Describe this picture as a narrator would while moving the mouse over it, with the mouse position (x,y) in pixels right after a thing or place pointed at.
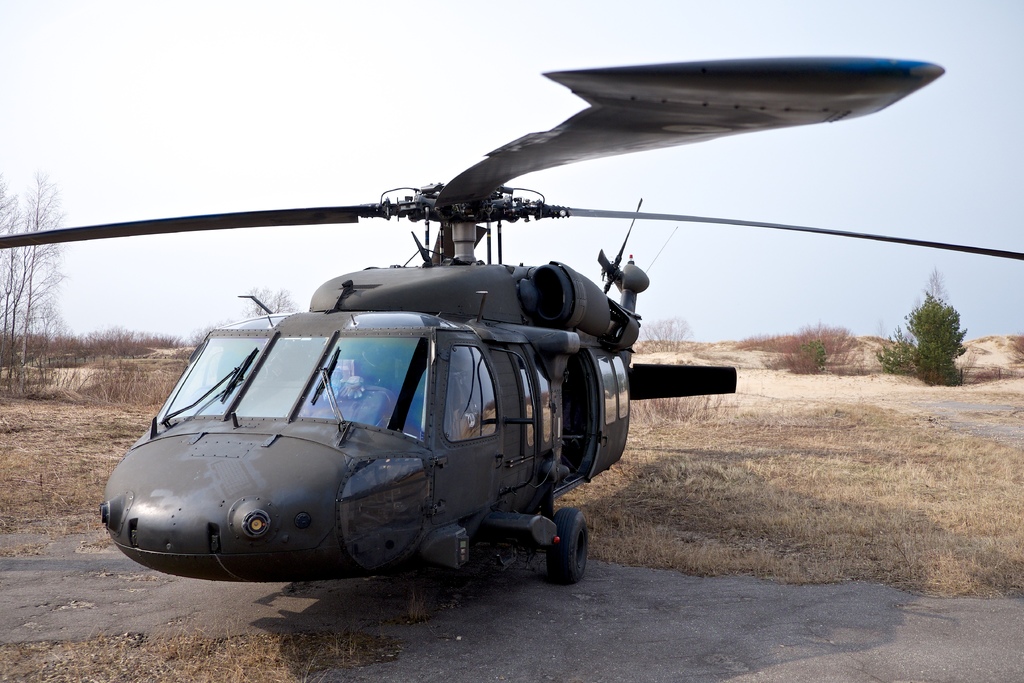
In the center of the image (531,319), we can see a helicopter (429,412) on the ground (697,553) and in the background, there are trees (798,353). At the top (238,112), there is sky (199,97).
